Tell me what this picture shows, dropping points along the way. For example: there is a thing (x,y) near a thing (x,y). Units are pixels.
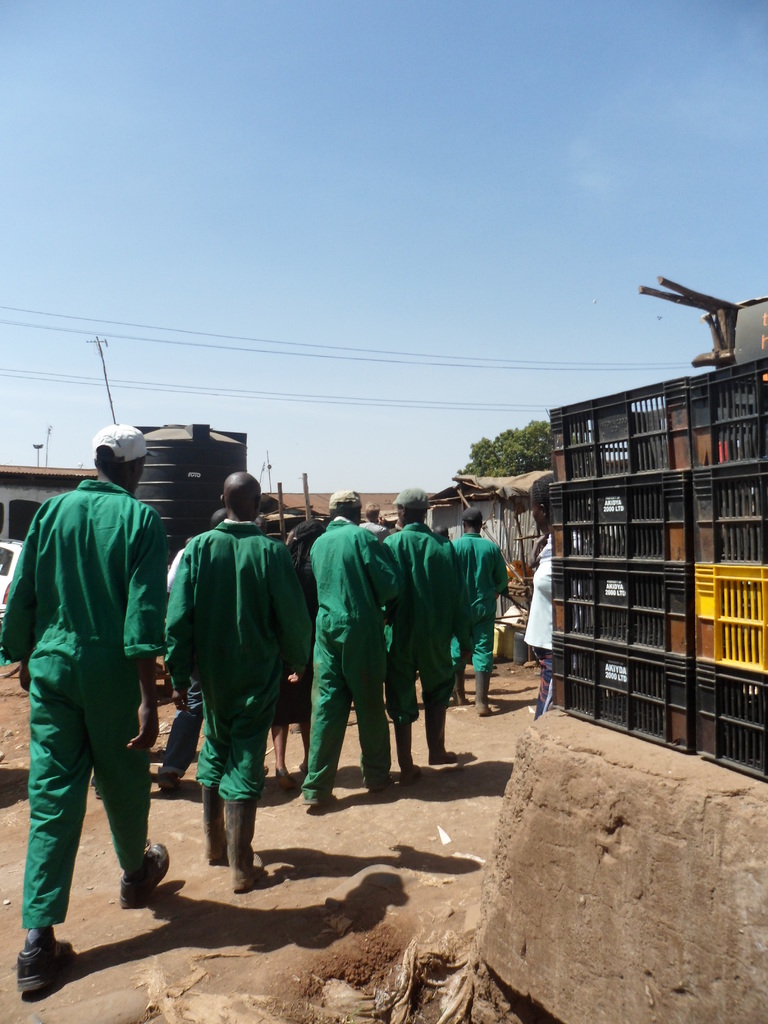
In this image we can see men (261,657) are walking on the road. They are wearing green color uniforms (325,661). On the right side of the image (603,839), we can see plastic containers (675,491) and cement structure (585,855). In the background (212,460), we can see water tank (184,488), trees (497,463), wires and houses (34,483). At the top of the image (212,323), we can see the sky (393,473).
